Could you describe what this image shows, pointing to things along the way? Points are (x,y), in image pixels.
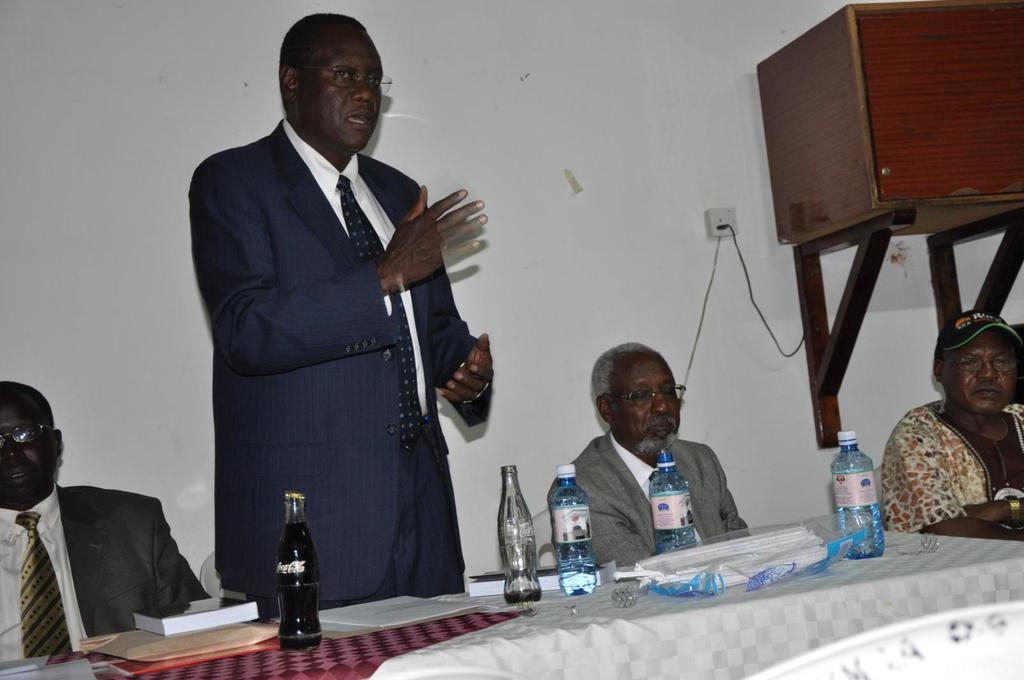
This picture shows a man (307,55) standing and speaking and three people (1006,531) seated on the chairs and we see few bottles (561,518) on the table (897,571).
